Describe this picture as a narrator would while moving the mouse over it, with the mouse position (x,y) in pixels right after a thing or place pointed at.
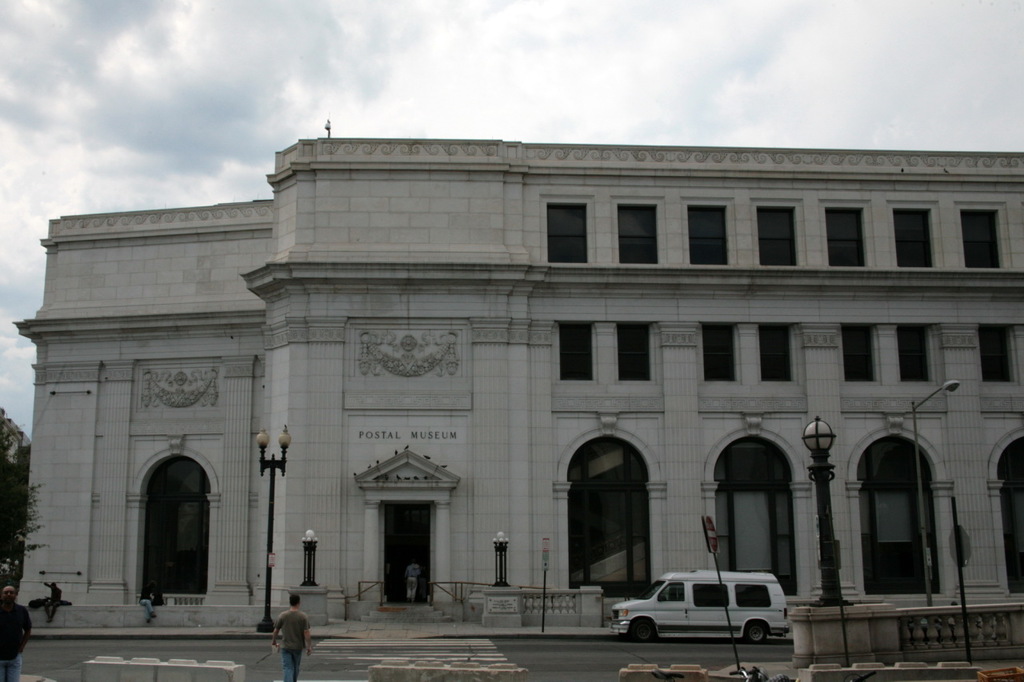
In this image we can see the museum (544,396). We can also see the light poles (826,540), sign board poles (968,534) and also a vehicle (700,609) on the road (214,644). We can also see the persons (18,613) and stairs (388,606) and also the fence (883,647) and a tree (6,542) on the left (14,530). At the top (330,69) there is sky (381,31) with the clouds (465,79).
